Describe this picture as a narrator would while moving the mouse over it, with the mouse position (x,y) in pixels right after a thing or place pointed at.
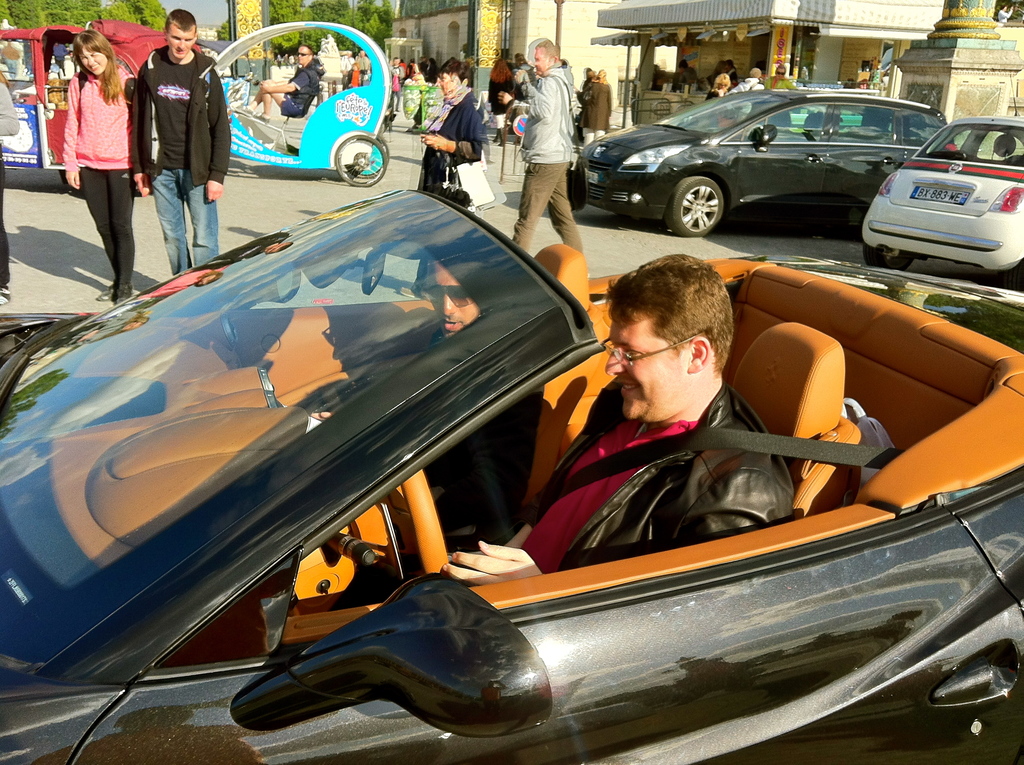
In this picture we can see vehicles (328,365) and a group of people (306,46) on the road (278,209) and two persons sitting inside a vehicle (420,334), buildings (433,23) and in the background (312,10) we can see trees (133,5).
